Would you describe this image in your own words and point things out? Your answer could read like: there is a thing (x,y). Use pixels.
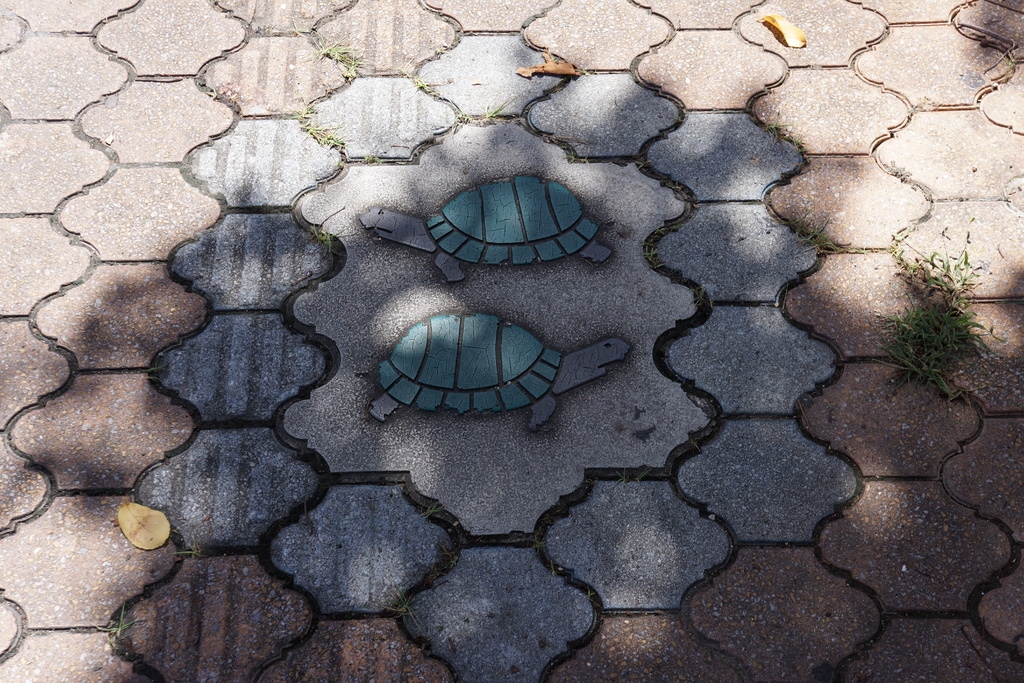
In this image we can see the floor (468,493) and there are two pictures (493,203) of tortoise (550,357) and we can see few dry leaves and we can see the grass (921,351).
